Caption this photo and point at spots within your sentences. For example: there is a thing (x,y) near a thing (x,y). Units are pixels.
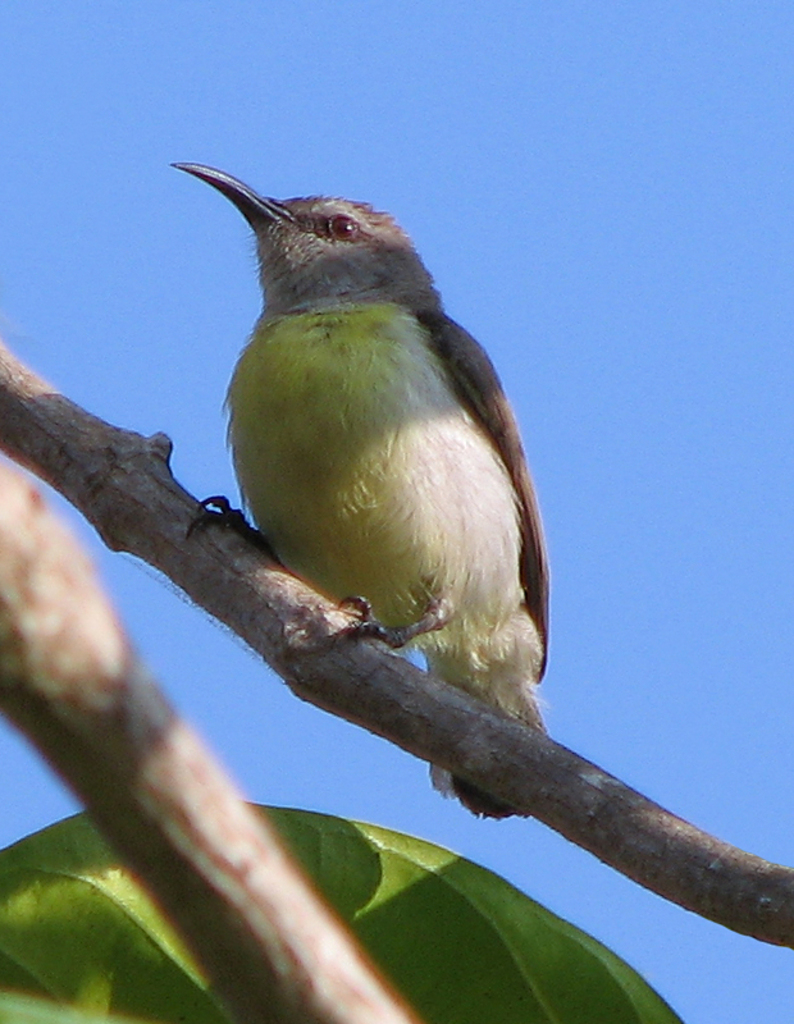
In this image, I can see a bird (363,546) on a branch (322,614). At the bottom of the image (524,954), I can see a leaf (511,958). In the background (593,395), there is the sky (460,254).
